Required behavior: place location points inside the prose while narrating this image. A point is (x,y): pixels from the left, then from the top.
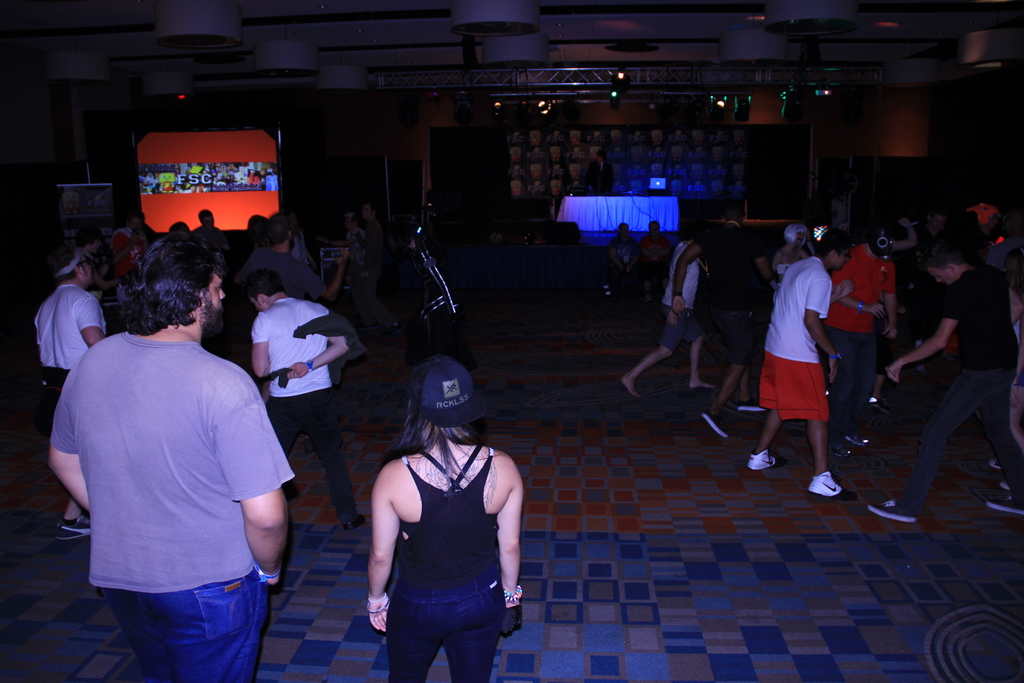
In this picture I can see group of people (633,242) standing, there are some objects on the table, there is a screen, banner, there is a lighting truss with focus lights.
